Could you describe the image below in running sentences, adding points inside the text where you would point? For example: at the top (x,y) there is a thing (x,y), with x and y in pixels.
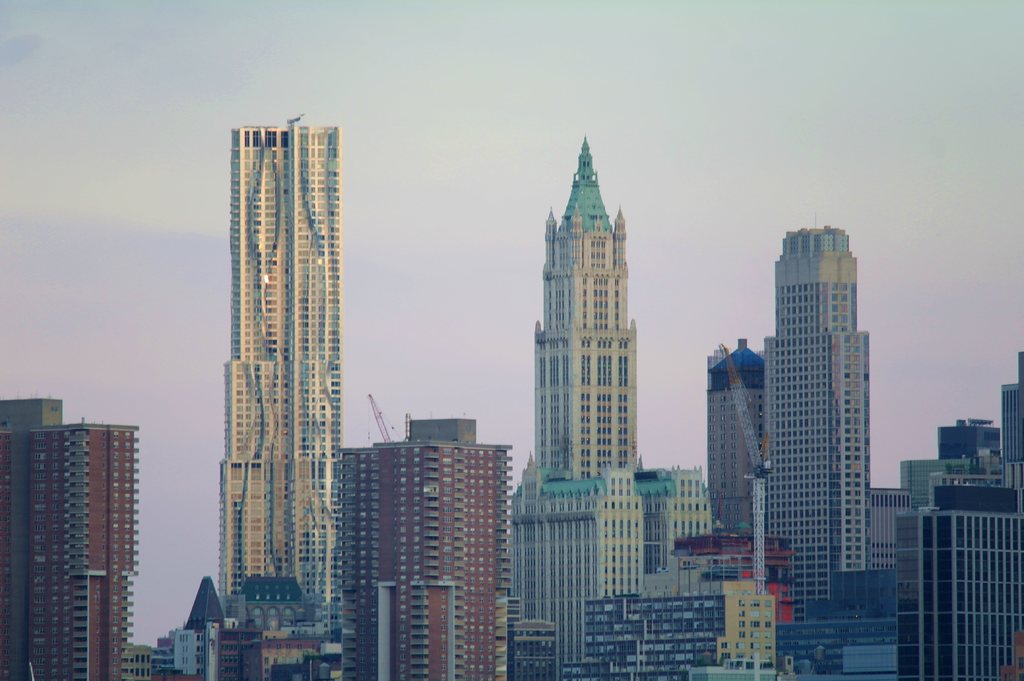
In this picture I can see number of buildings (627,292) in front (423,662) and in the background (75,280) I see the sky (438,178).
